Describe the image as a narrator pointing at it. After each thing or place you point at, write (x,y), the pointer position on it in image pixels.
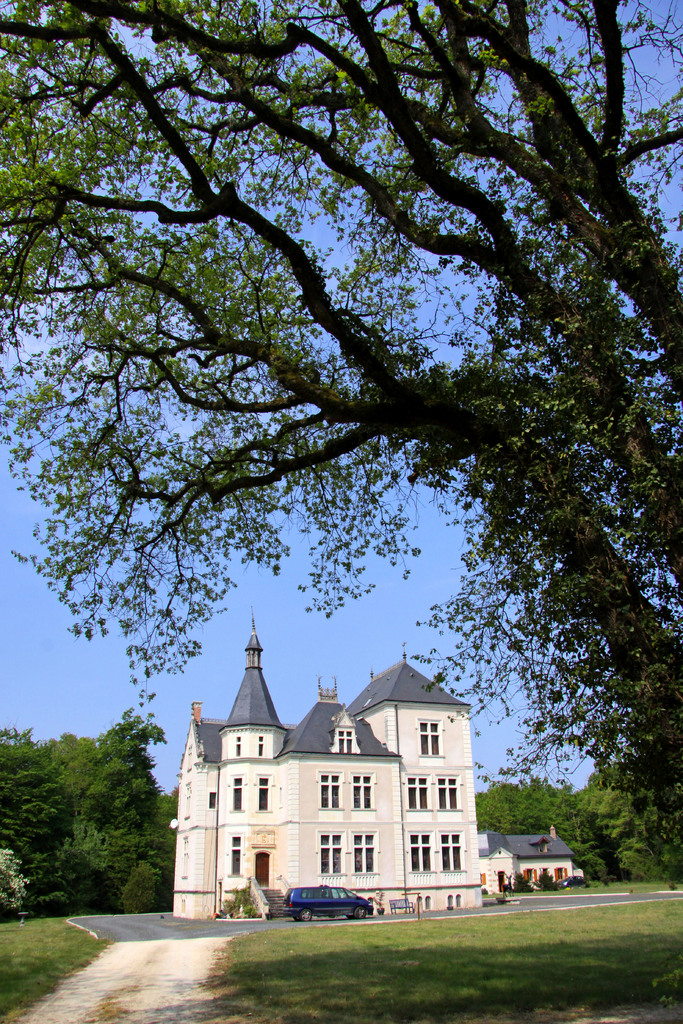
This is the picture of a place where we have a building (384,835), houses (486,848) and around there are some trees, plants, grass (266,960) and a car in front of the building (423,855).
